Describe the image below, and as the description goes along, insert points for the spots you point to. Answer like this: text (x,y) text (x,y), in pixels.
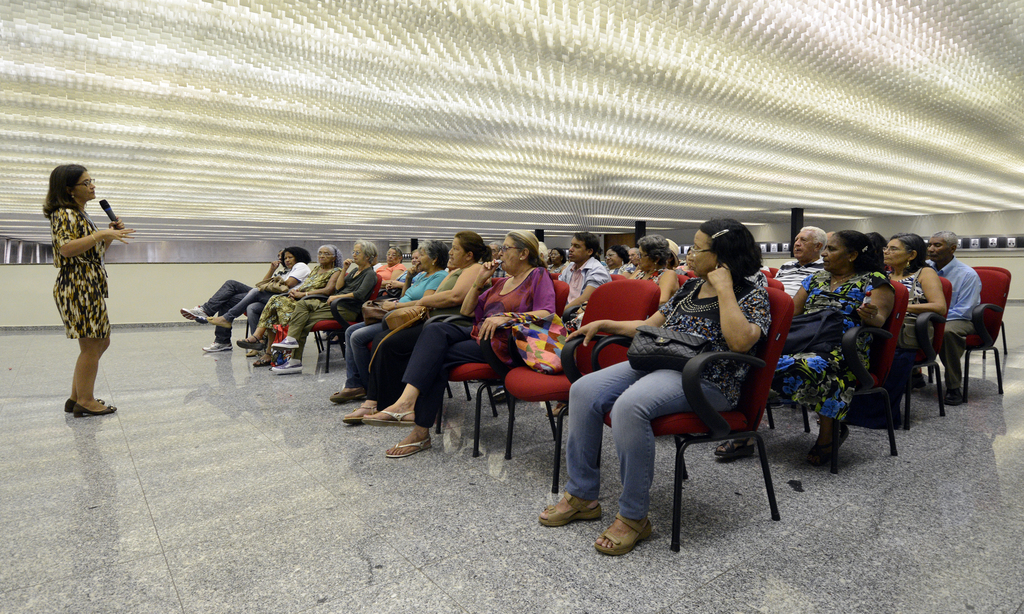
In this image we can see a group of people (612,261) sitting and hearing to the lecture. And the top of image (399,19) is white roofing (593,160).
